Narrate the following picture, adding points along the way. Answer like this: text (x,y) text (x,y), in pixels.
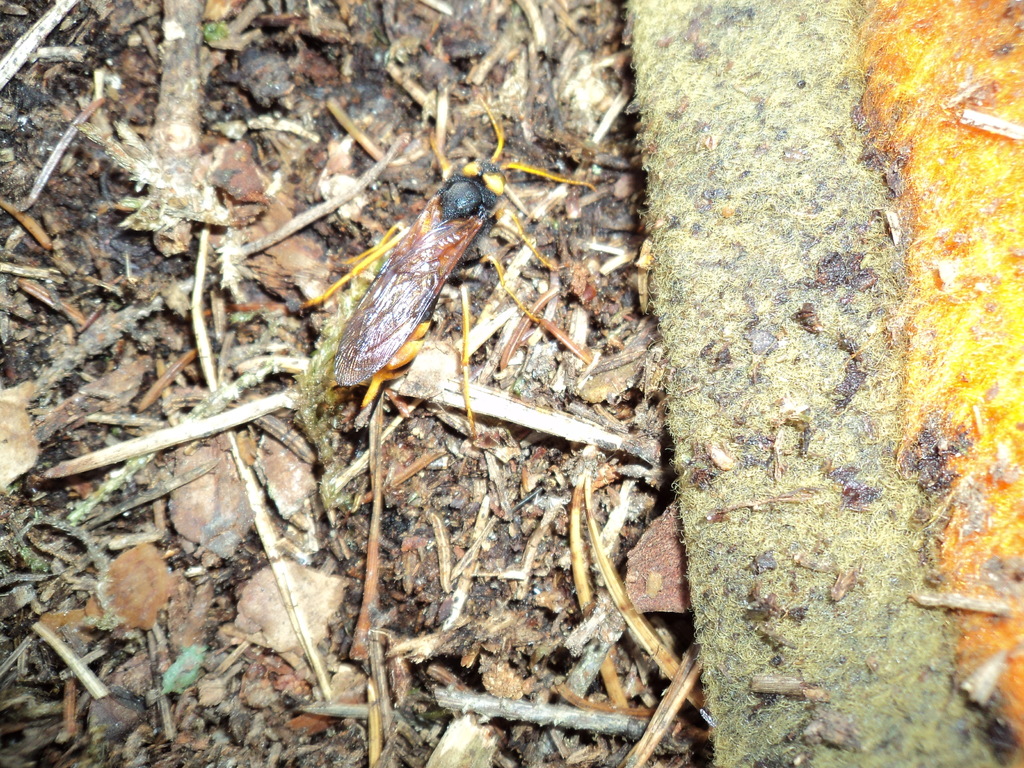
In this image I can see insect (402,306) in black and brown color on the ground (331,143). I can also see few dried leaves (350,150) and sticks (113,319).
